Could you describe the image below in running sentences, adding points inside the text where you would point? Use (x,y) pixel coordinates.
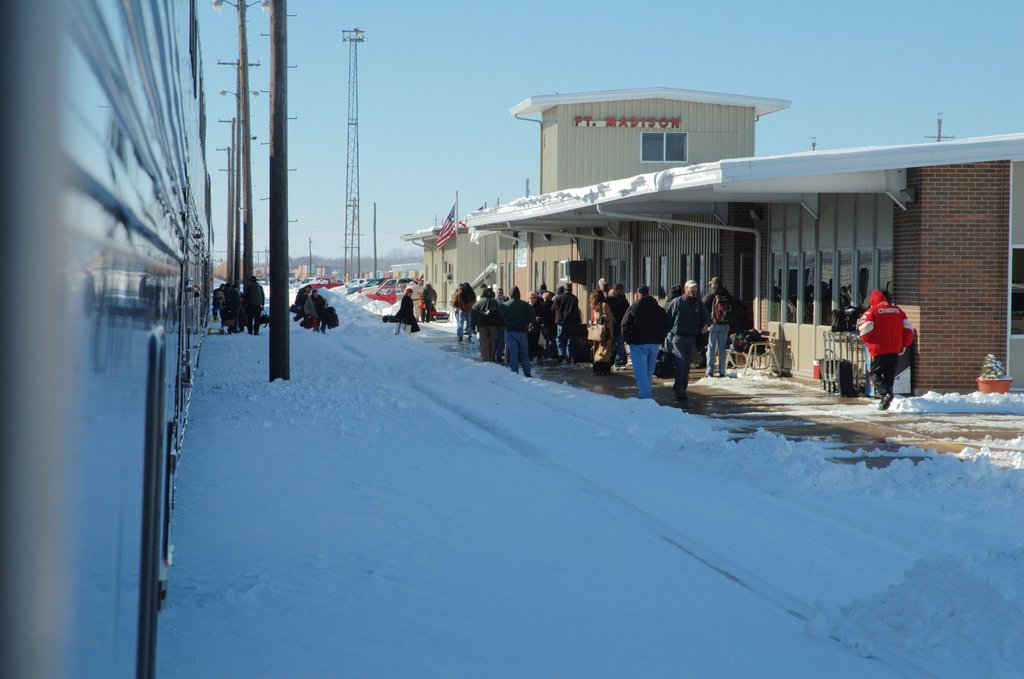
In this picture I see the snow (421,351) in front and in the middle of this picture (660,237) I see number of people (476,300), poles (272,20) and I see few buildings (566,202). In the background (428,155) I see the sky (850,76).
